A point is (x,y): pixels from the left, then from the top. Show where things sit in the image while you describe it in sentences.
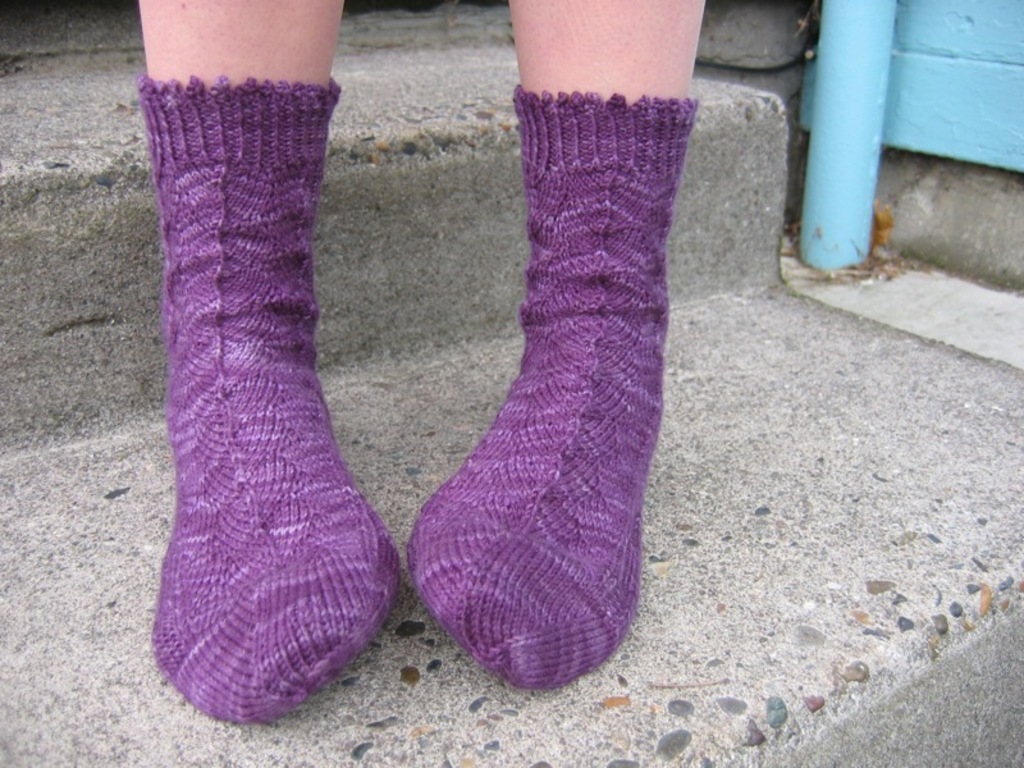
In the center of this picture (581,281) we can see the legs (183,89) of a person (228,4) wearing socks (255,277). In the background (483,420) we can see the stairs (797,374) and some other objects (819,160).
